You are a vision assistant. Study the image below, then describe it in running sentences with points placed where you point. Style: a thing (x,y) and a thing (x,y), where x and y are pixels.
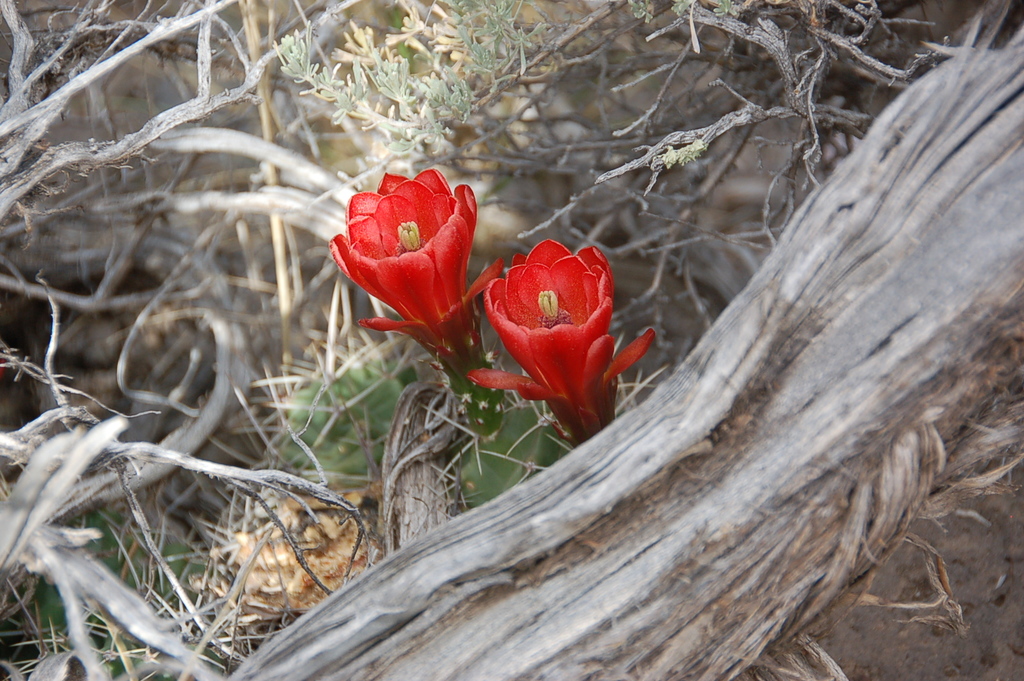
In this picture I can see there are two flowers (391,179) and it is red color. There are twigs (349,511) and leafs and the backdrop (514,109) is blurred.
